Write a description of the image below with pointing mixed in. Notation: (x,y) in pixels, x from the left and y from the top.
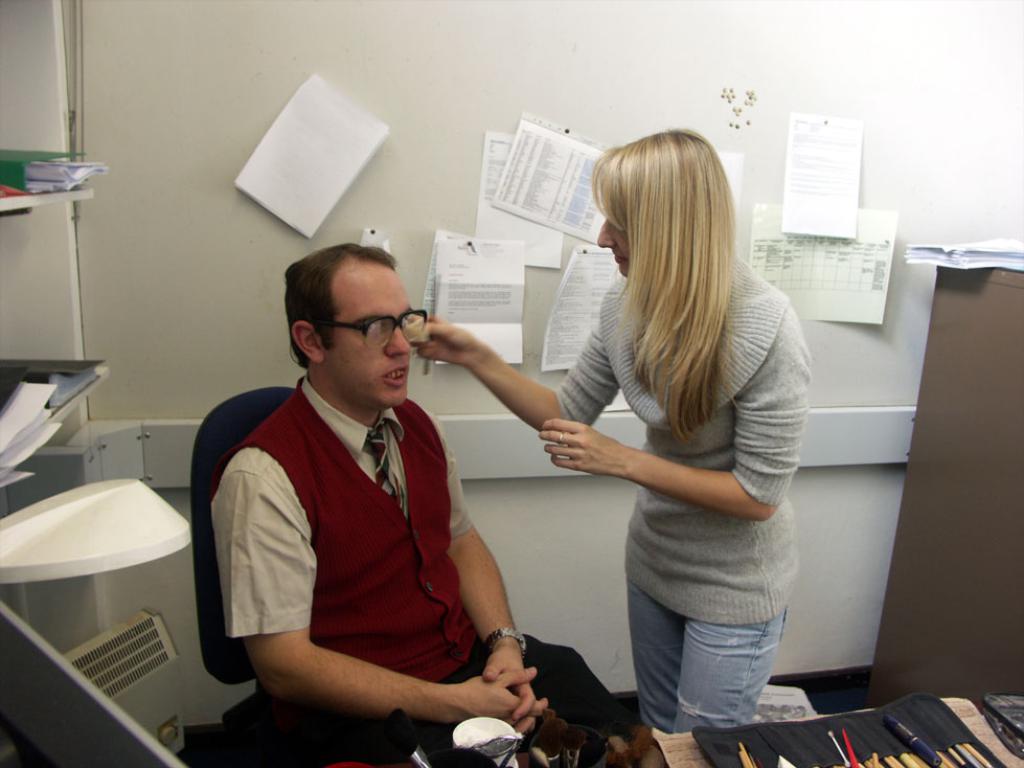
There is person (410,490) in red color vest (415,524) sitting on a chair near a woman (765,489) who is in gray color jacket (794,427) standing and applying makeup (422,316) to that person (387,322). Beside them, there is a table (964,713) on which, there are brushes (943,751) and other objects (938,731). On the right side (995,346), there is a cupboard (978,344) on which there are documents (1009,251). On the left side (27,431), there are files (39,172) arranged on the shelves (32,211). In the background (239,195), there are papers (307,194) attached to the white wall (581,115).
